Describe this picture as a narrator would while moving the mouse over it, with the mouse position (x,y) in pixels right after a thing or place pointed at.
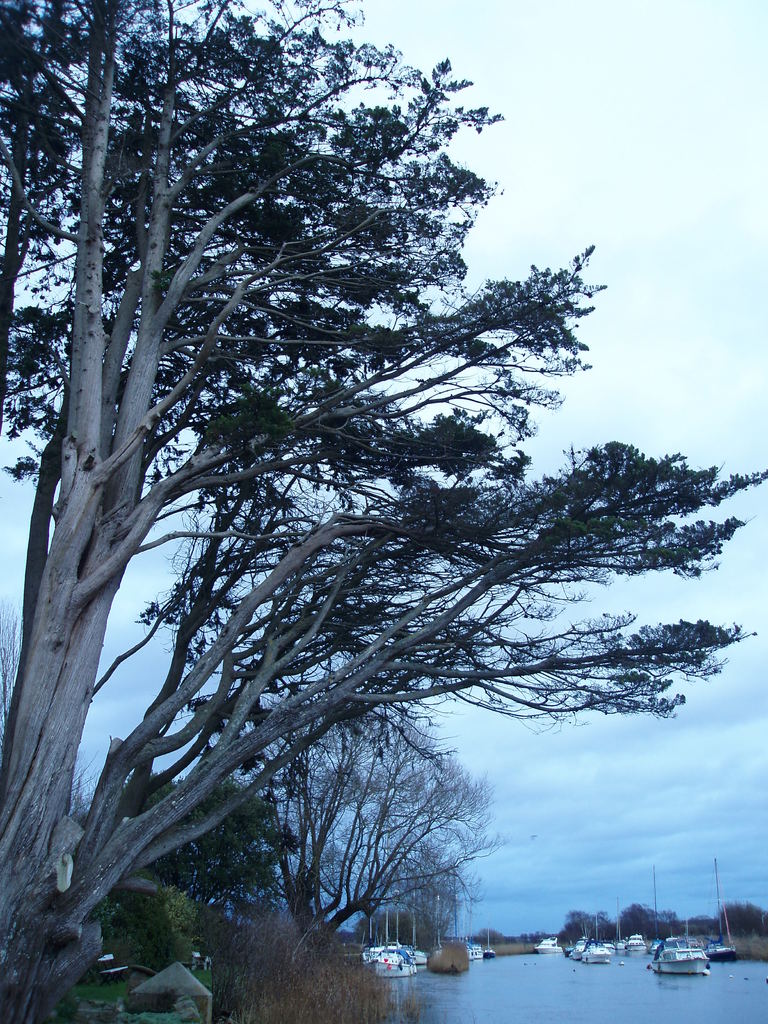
On the left (122,823) there are trees (154,911) and grass (62,1015). In the center of the picture (374,618) there are boats (663,965), trees (649,918), poles (371,937) and a water body (493,971).
